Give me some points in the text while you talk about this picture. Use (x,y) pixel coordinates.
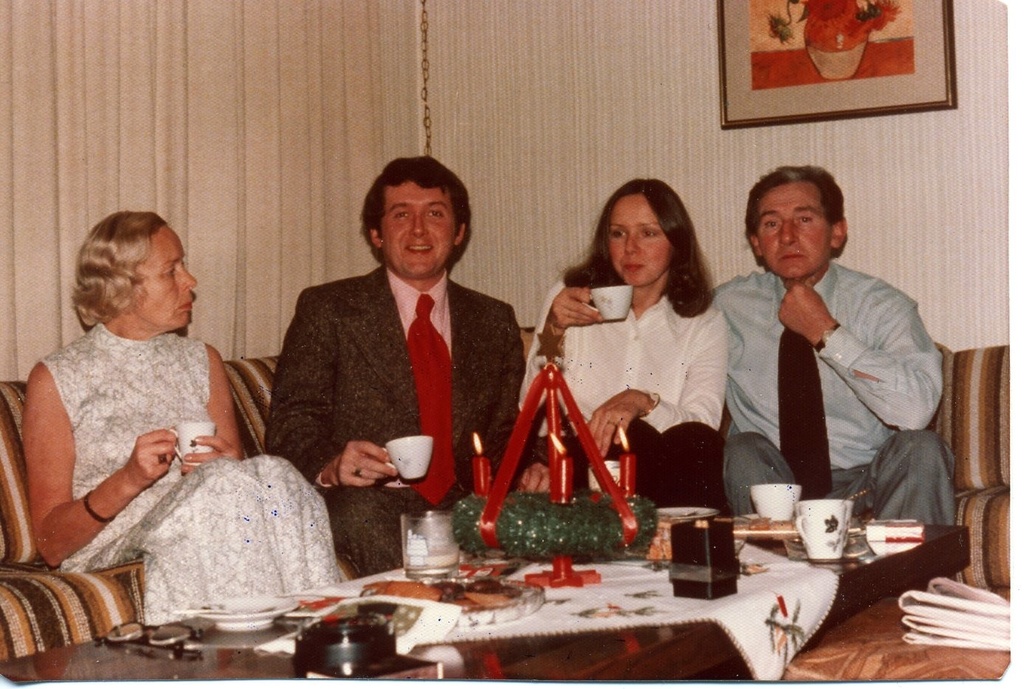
Four people (383,285) are sitting in sofa (953,399). Of them three are holding a cup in their hand (222,451).
